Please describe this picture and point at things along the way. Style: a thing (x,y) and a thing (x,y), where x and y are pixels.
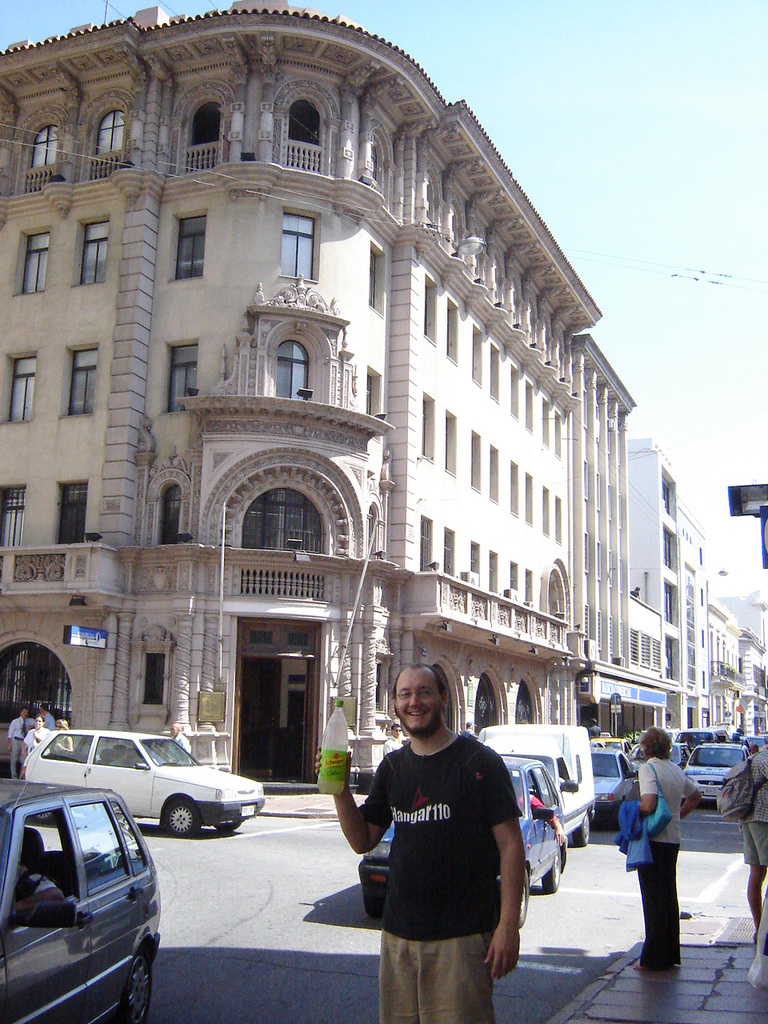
This is the man (451,881) standing and smiling. He is holding the bottle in his hand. These are the cars (217,784) moving on the road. Here is the woman (668,787) standing. These are the buildings (451,445) with windows (546,518). I can see the pillars (214,656). This looks like a board (93,645) attached to the building wall (134,628). I can see few people (40,736) standing near the building (10,699).
